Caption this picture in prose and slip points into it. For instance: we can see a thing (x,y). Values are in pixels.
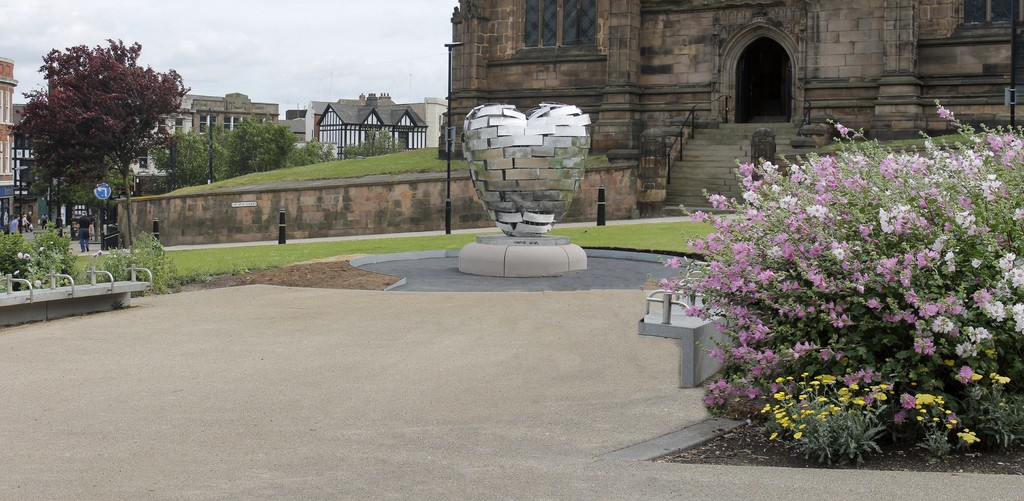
In this image I can see flowers (843,324), plants (171,267), few poles (102,202), a blue colour sign board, number of buildings (737,88), stairs (684,197), few trees (96,52) and the sky (223,56) in background (264,36). I can also see few people (88,248) are standing over there.
